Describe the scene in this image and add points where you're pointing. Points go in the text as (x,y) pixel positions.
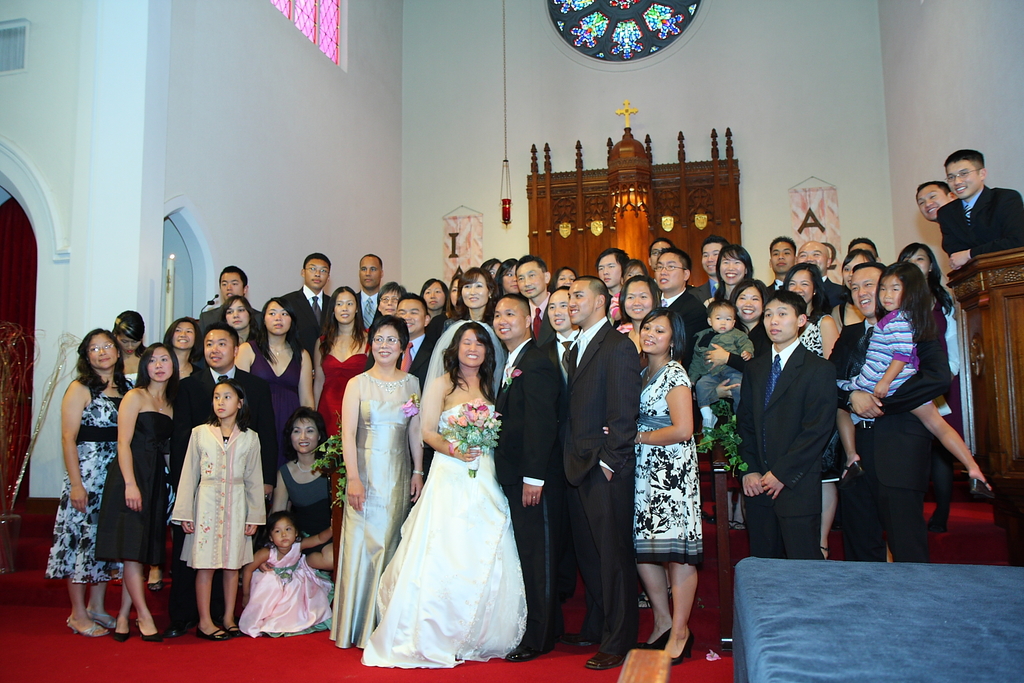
In the image there are many people (436,313) standing. And to the bottom of the image (38,626) there is a red carpet (241,657). In the middle of the image (436,368) there is a lady (445,479) with white frock (447,473), veil (435,372) and holding the bouquet (468,424) in her hands (457,448). To the right bottom corner of the image (793,582) there is a stage (791,617) with blue cloth (852,607). And to the right corner of the image (983,291) there is a podium (995,317). In the background (578,176) there is a wooden things (547,226) and to the wall (701,75) there is a window (592,21) to the top of the image (637,21). And to the left side of the image (209,77) there is wall (97,201) with doors (4,203) and windows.
